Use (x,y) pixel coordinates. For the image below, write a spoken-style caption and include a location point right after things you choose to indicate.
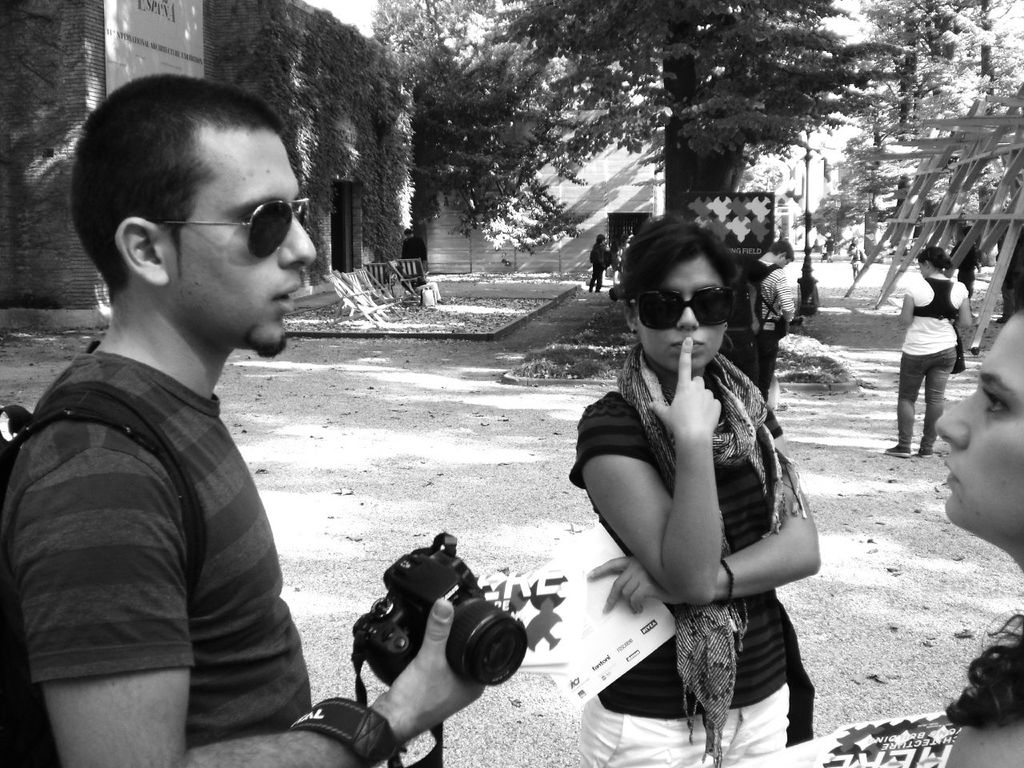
This picture is clicked outside. There are few people (678,512) standing in the image. The man (115,562) to the left corner (145,567) is wearing backpack (46,418), sunglasses (262,248) and holding a camera (415,621) in his hand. The woman (707,573) in the center (664,490) is wearing scarf (713,617), sunglasses (716,315) and holding a book (598,604) in her hand (624,593). Behind her there is a man (754,293) standing and wearing a backpack (768,305). In front of him there is a board (745,235) with text (751,246) on it. In the background (731,192) there is a building (644,189) and trees (632,71).
